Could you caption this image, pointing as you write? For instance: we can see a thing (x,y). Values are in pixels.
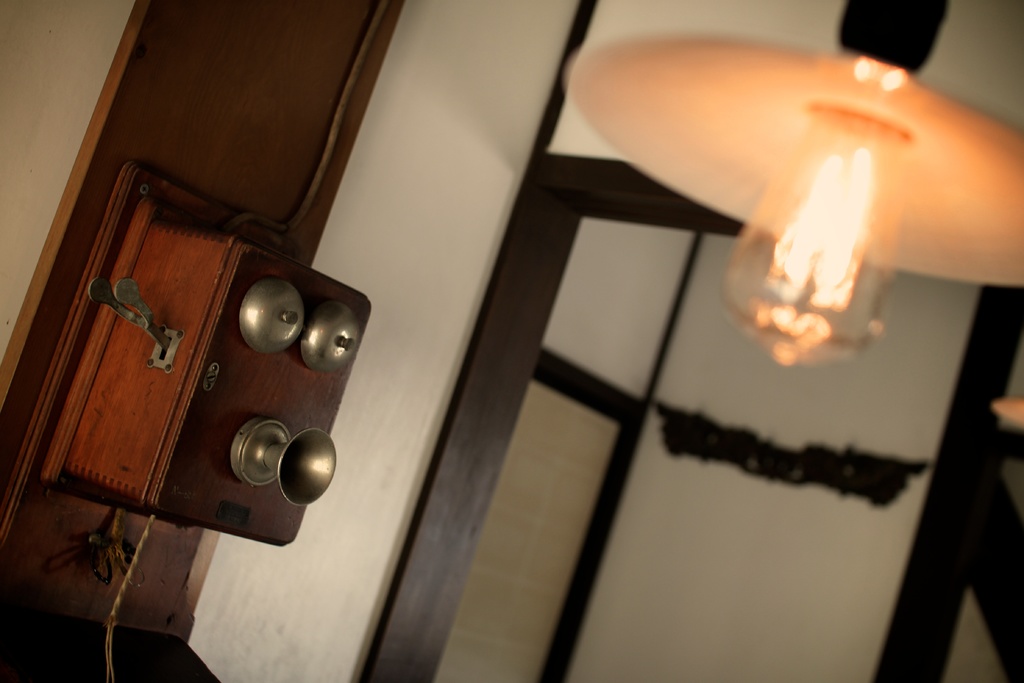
In this image we can see a lamp (922,250) with the bulb (842,242). Here this is the wall (445,217). And this is the box (187,482) and it is attached to the bells (348,334).
